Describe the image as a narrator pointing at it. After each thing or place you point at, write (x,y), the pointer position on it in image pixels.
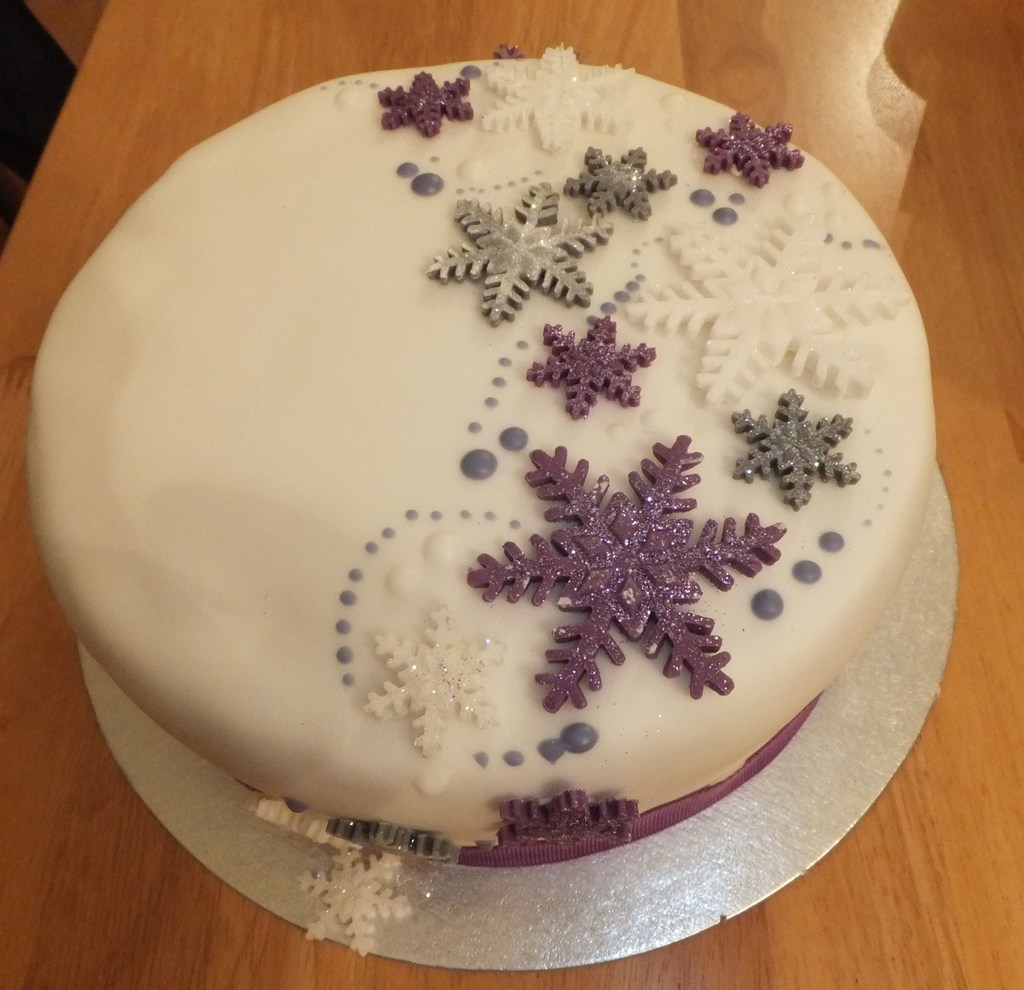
The picture consists of a cake (237,540) on a wooden table (971,876).
